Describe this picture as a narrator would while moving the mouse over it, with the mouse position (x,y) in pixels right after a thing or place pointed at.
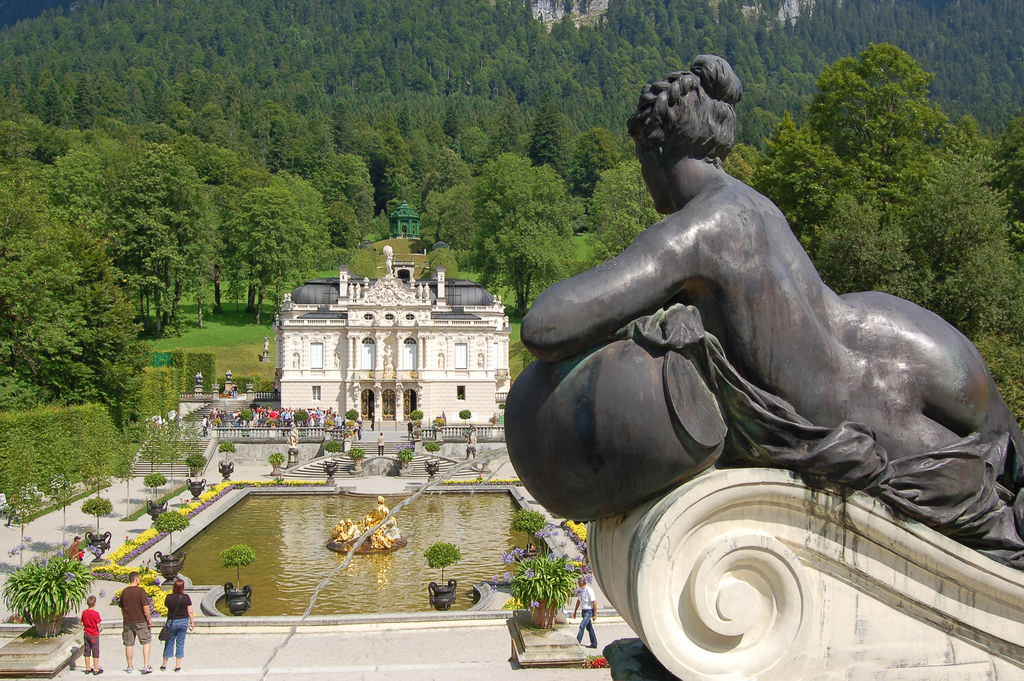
There is a statue (779,395) in the right corner (776,413) and there are few people (127,623) and a building (383,379) in front of it and there are trees (334,106) in the background (329,105).
